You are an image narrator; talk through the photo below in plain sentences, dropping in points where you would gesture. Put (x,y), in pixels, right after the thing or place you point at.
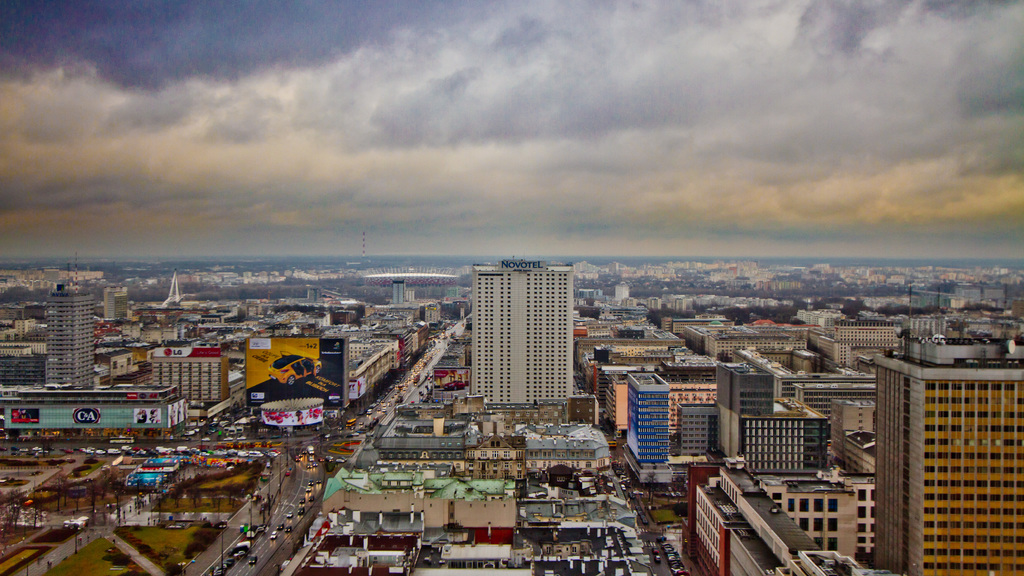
In the center of the image (353,324) we can see the sky (686,123), clouds (480,134), buildings (411,464), one hoarding board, banners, poles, few vehicles (244,437) on the road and a few other objects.
